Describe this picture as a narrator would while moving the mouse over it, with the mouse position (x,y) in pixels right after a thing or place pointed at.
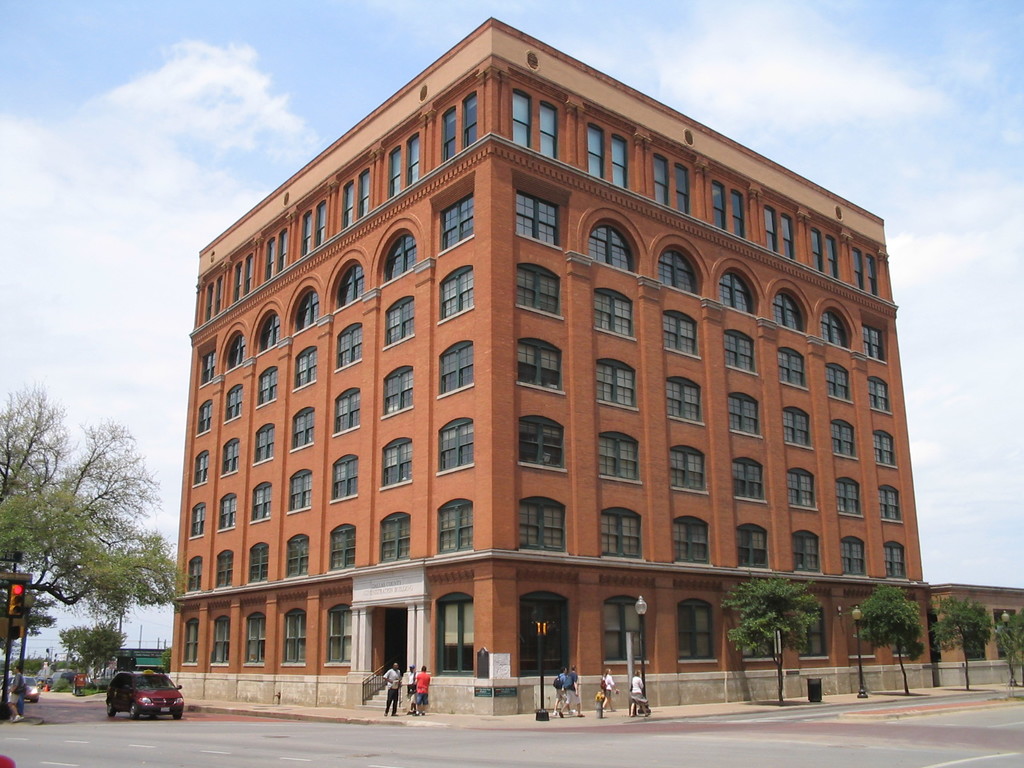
In this image, I can see a building (542,524) with windows (545,521). There are few people (419,691) standing and few people (568,703) walking on the pathway (614,715). At the bottom of the image (153,708), there are trees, light poles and vehicles (111,701) on the road (240,732). At the bottom left side of the image (5,671), I can see a traffic light (16,617). In the background (147,127), there is the sky (628,24).
